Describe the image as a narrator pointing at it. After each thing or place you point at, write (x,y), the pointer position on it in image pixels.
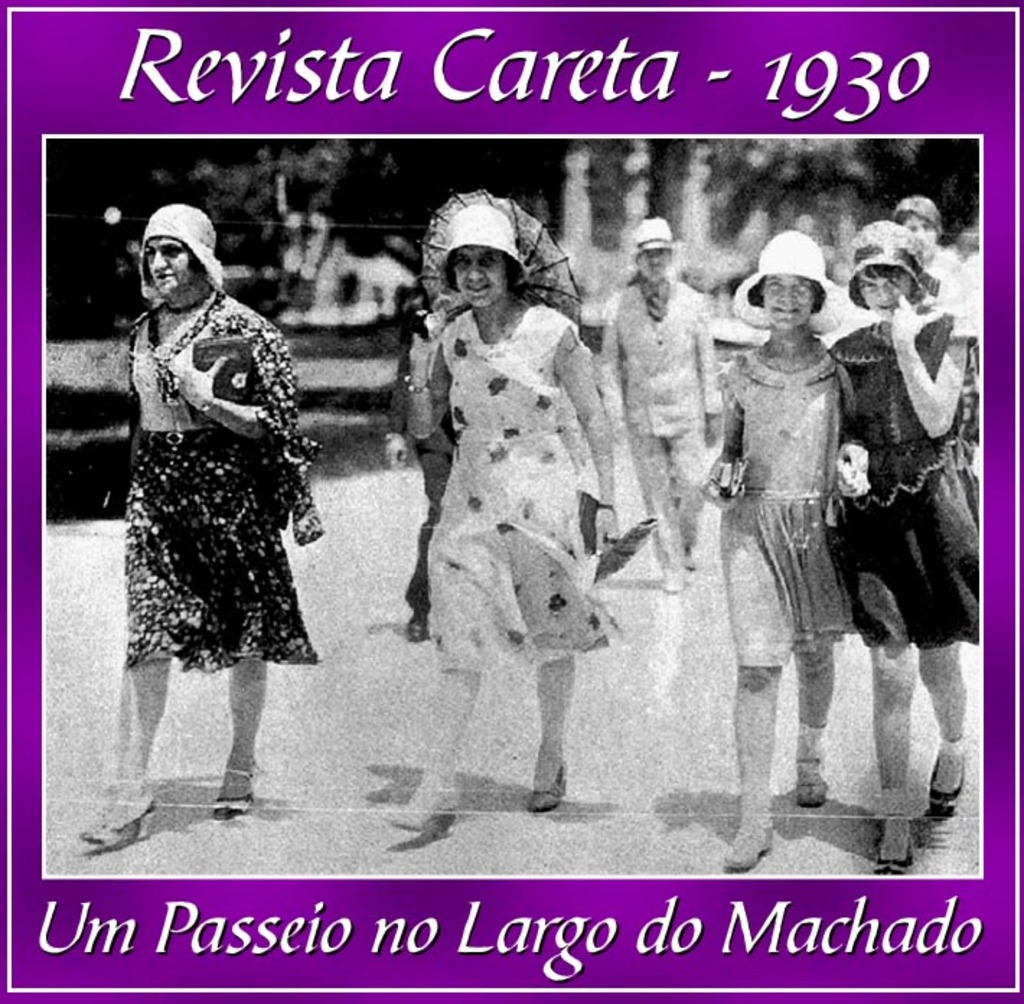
In this image we can see a poster (595,460), on that there are a few people (644,296), and also we can see some text (163,47) on it.
